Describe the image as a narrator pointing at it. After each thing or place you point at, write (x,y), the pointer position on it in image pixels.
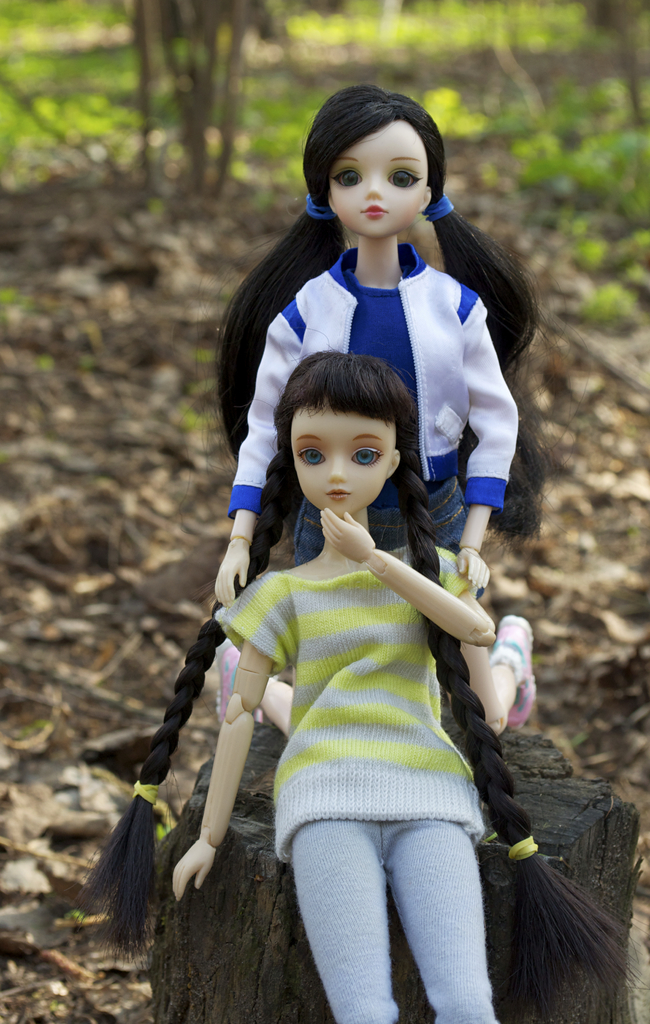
In the image I can see two dolls (428,806) on the trunk (509,865) and behind there are some trees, plants (556,134) and some dry leaves (197,407) on the floor (173,385).
